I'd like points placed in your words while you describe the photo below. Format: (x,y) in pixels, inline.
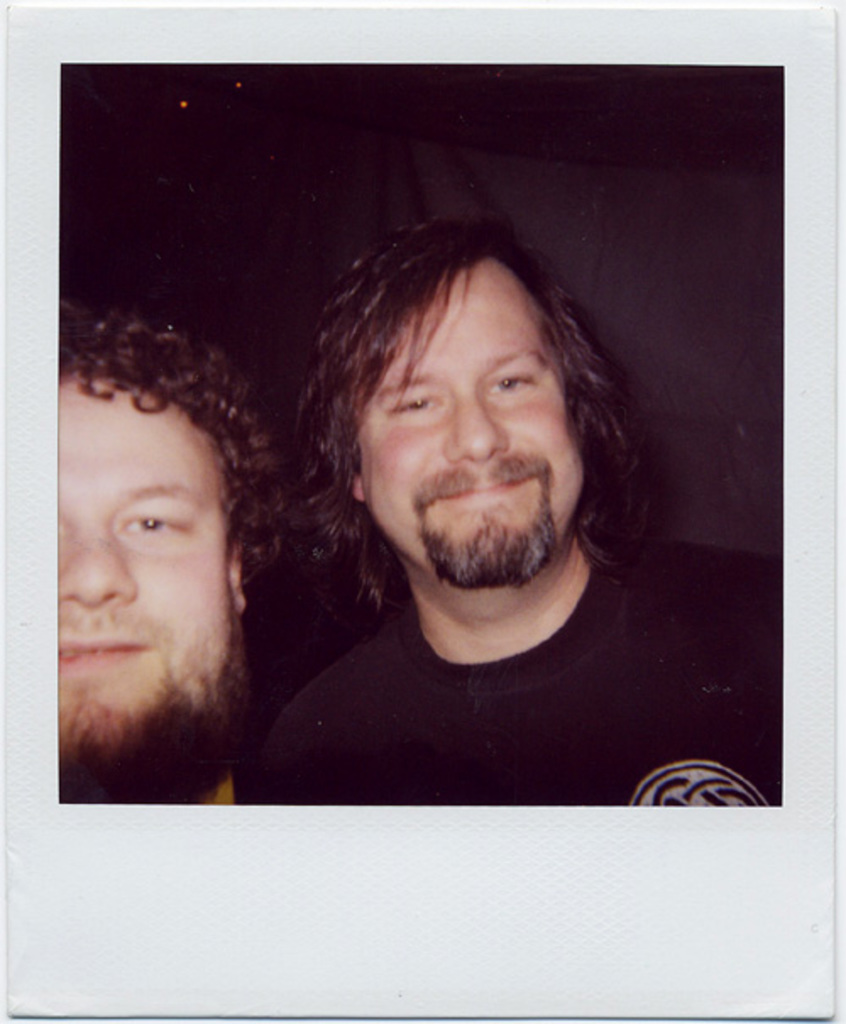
It is an edited image, there are two men (358,514) in a frame.
